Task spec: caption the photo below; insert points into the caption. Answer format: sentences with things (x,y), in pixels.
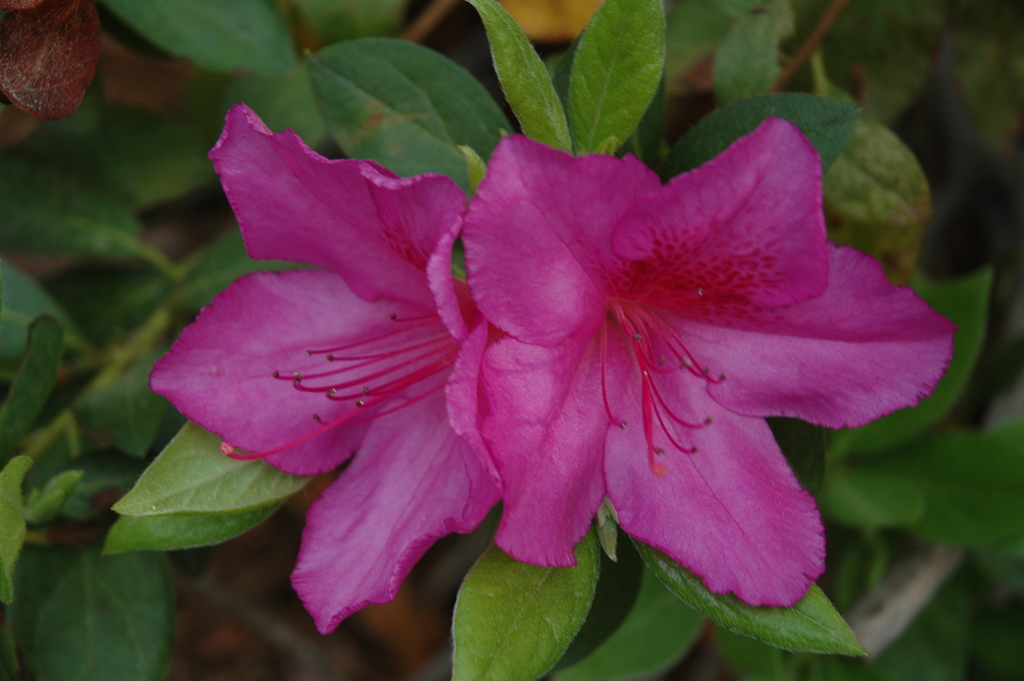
In this image I can see few pink color flowers (625,313) and few green color leaves (47,383). Background (122,357) is blurred.
